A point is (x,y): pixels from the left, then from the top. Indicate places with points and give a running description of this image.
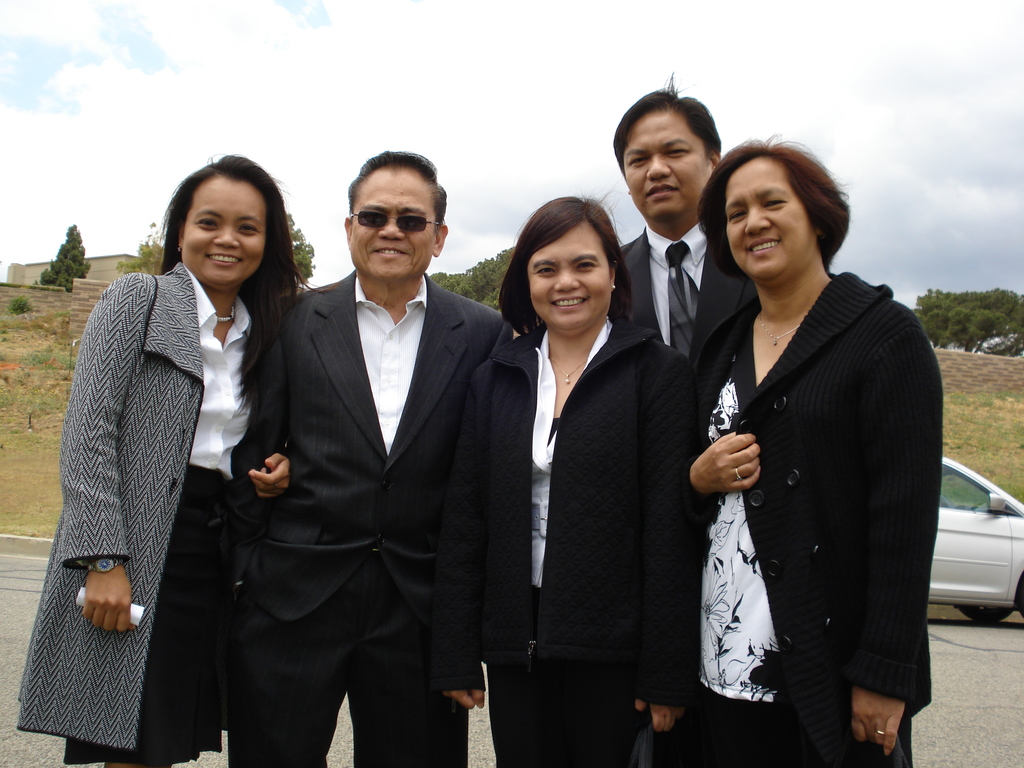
In this picture we can see some group of people (476,457) are standing on the road (976,670) and taking picture, behind we can see vehicle (982,509), trees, building (18,279).
